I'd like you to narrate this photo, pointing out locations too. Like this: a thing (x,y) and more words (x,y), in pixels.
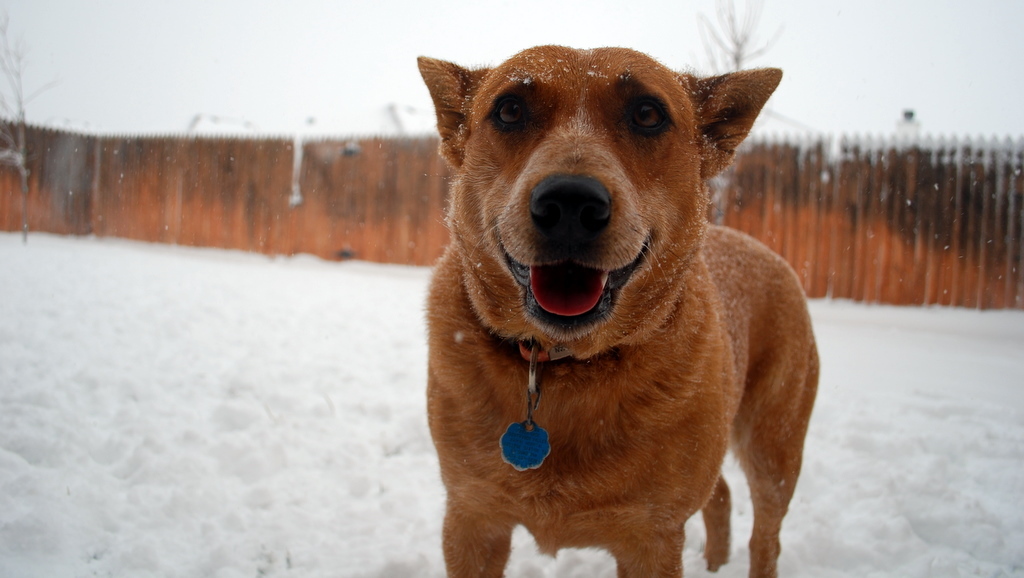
In this image I can see the dog (569,281) which is in brown color. It is on the snow (194,385). In the background (260,222) I can see the wooden fence (350,219), trees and the sky (308,63).
